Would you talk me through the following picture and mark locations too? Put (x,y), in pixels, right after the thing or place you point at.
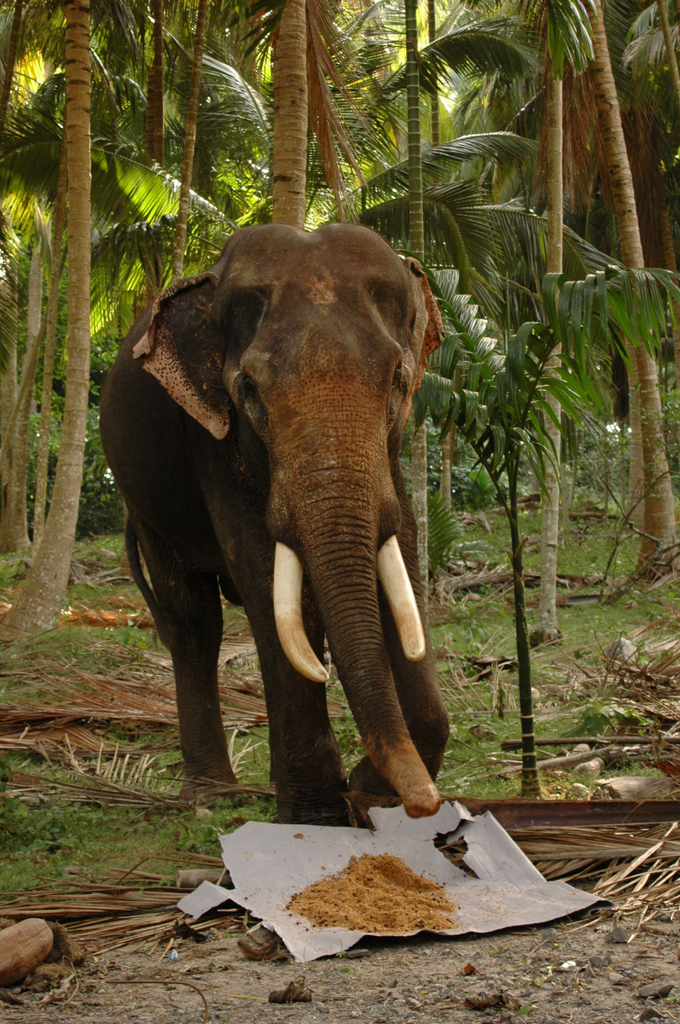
An elephant (227,462) is walking on the ground (132,743) and there are cut down branches (229,639), powder (368,891) on a paper (257,860) on the ground (294,971). In the background (291,52) there are trees (291,52) and plants (502,440).
